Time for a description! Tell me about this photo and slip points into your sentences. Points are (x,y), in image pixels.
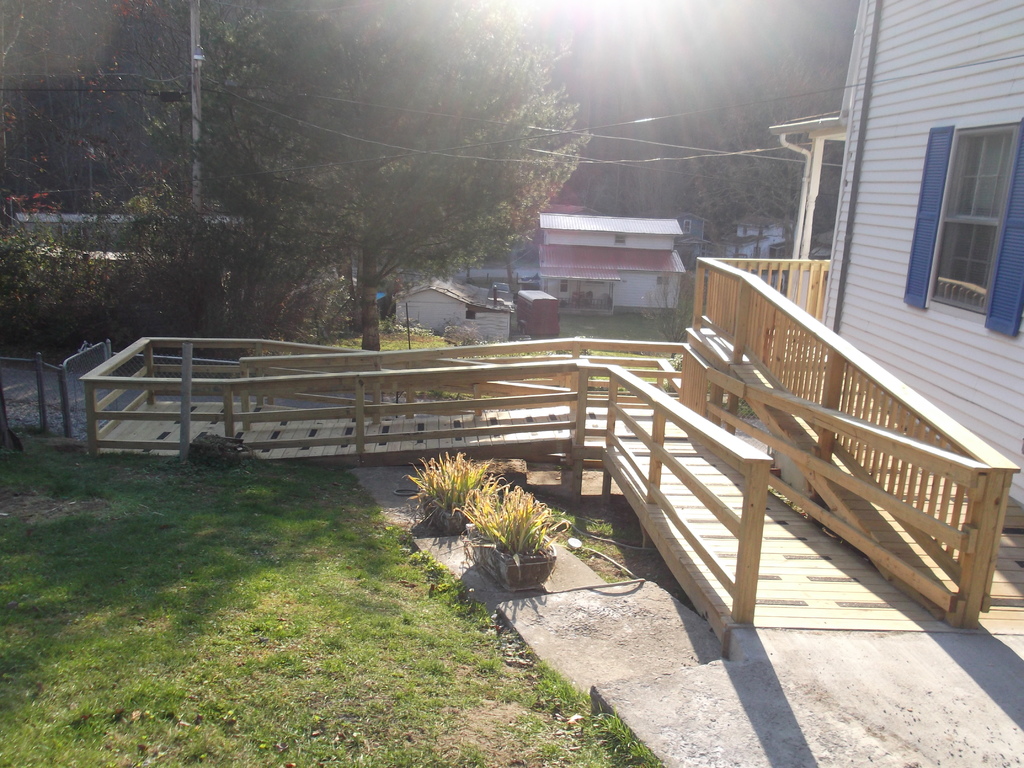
In this picture there are buildings (898,246) and trees (27,319) and poles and there are wires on the poles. In the foreground (376,403) there is a wooden railing (754,359) and there are plants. At the bottom (314,631) there is grass (407,674).
